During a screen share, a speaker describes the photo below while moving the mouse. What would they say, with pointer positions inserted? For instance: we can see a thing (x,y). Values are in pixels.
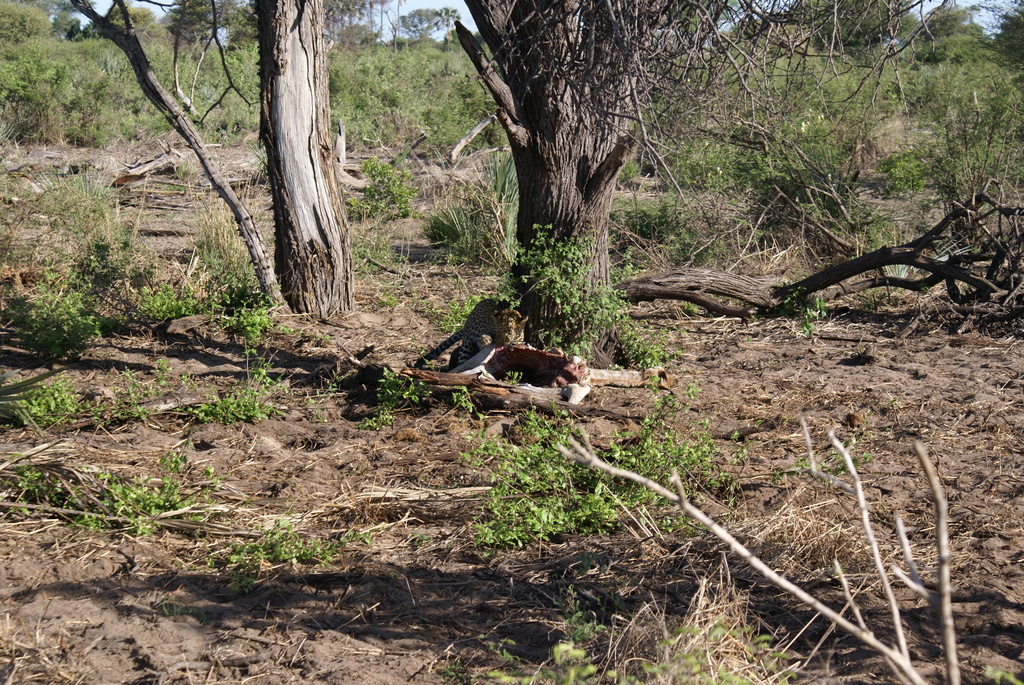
In the center of the image (496,321) we can see a leopard (497,331) eating meat (519,353). In the background (527,44) there are trees (535,54) and sky (433,18). At the bottom (243,488) there is grass (234,255).
